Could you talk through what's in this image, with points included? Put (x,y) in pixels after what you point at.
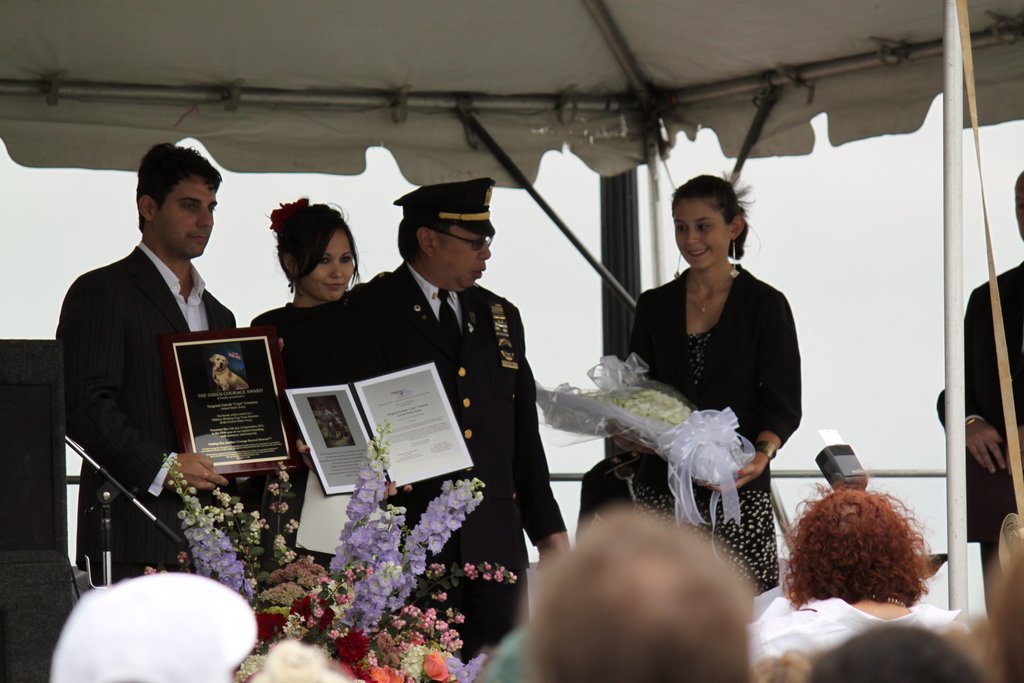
In the foreground of this image (607,593), at the bottom (733,650), there are heads (593,655) of a person (154,676). In the middle (402,317), there are two men (459,346) standing and holding frames (270,442). Behind them, there is a woman (309,264) standing, and beside them, there is a woman (724,311) standing and holding a bouquet (681,434) and we can also see a flower vase (343,588), a man (986,392) on the right (1013,348), a tent (579,50) at the top (380,38) and the background of the image (866,272) is not clear.
